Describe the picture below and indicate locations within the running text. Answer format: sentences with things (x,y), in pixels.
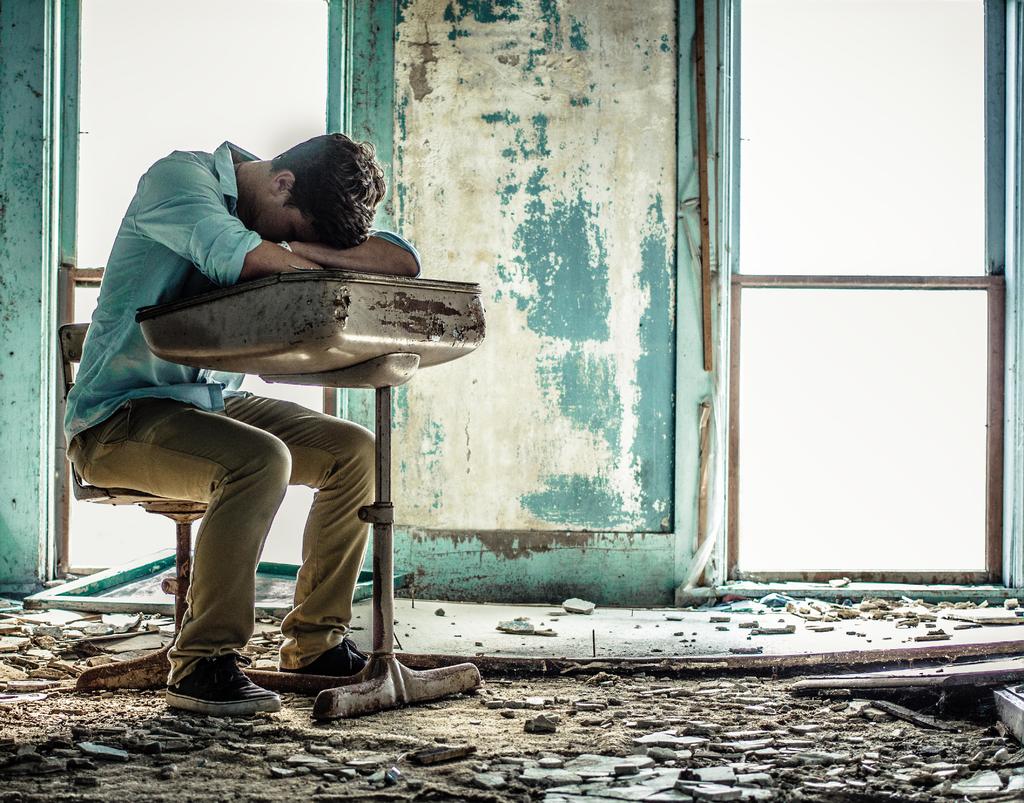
In the foreground of this image (175,307), on the left (208,405), there is a man (221,519) sitting on the chair (175,512) and leaning on a table (353,348). At the bottom (843,680), there is debris (757,757). In the background (626,229), there is a wall (538,90) and two window (816,113).
